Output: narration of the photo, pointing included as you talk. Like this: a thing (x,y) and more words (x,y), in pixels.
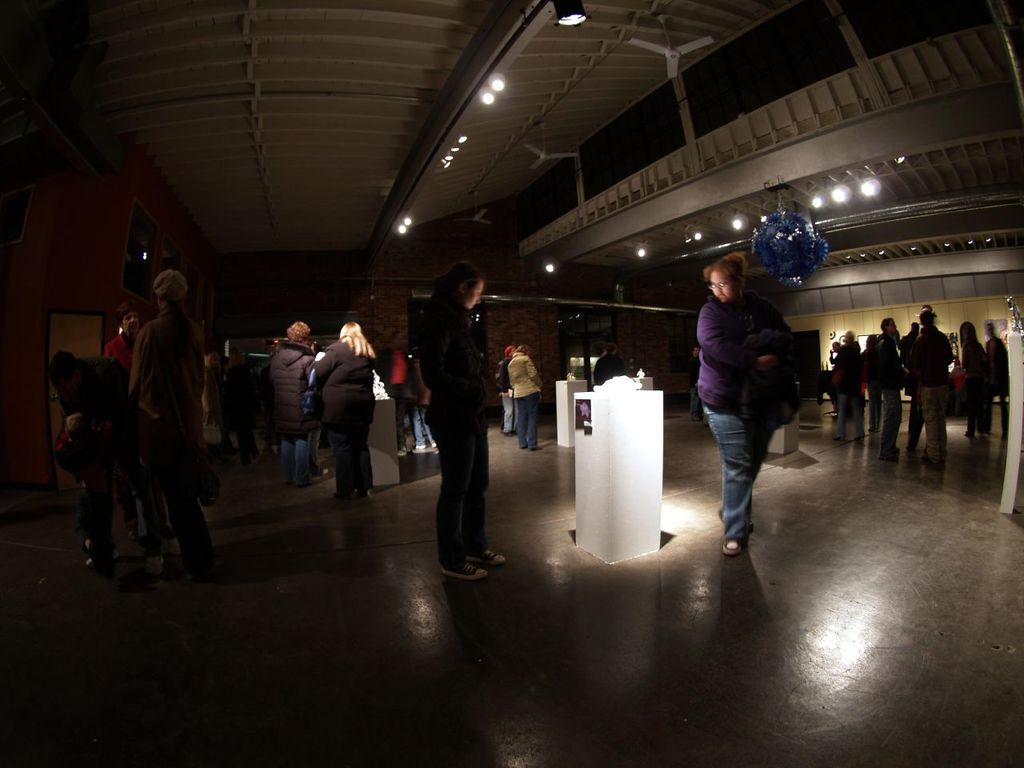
In this image we can see many people (866,392). There are small poles (382,426). On the ceiling (508,110) there are lights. Also there are fans (551,160). On the wall (110,241) there are photo frames (10,202). In the back (574,338) there are doors (569,337).
